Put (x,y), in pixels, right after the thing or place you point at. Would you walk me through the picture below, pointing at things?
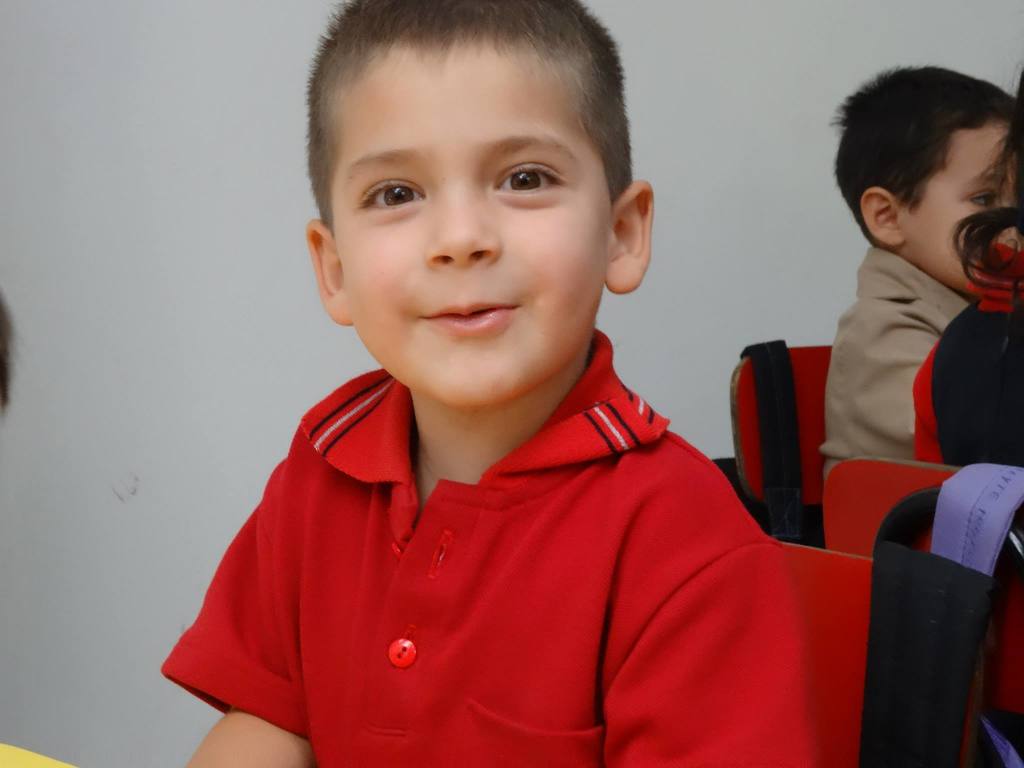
This is the boy (491,617) sitting and smiling. He wore a red shirt (453,581). On the right side of the image (906,350), I can see two kids (896,418) sitting on the chairs (848,483). This looks like a wall (152,427).
